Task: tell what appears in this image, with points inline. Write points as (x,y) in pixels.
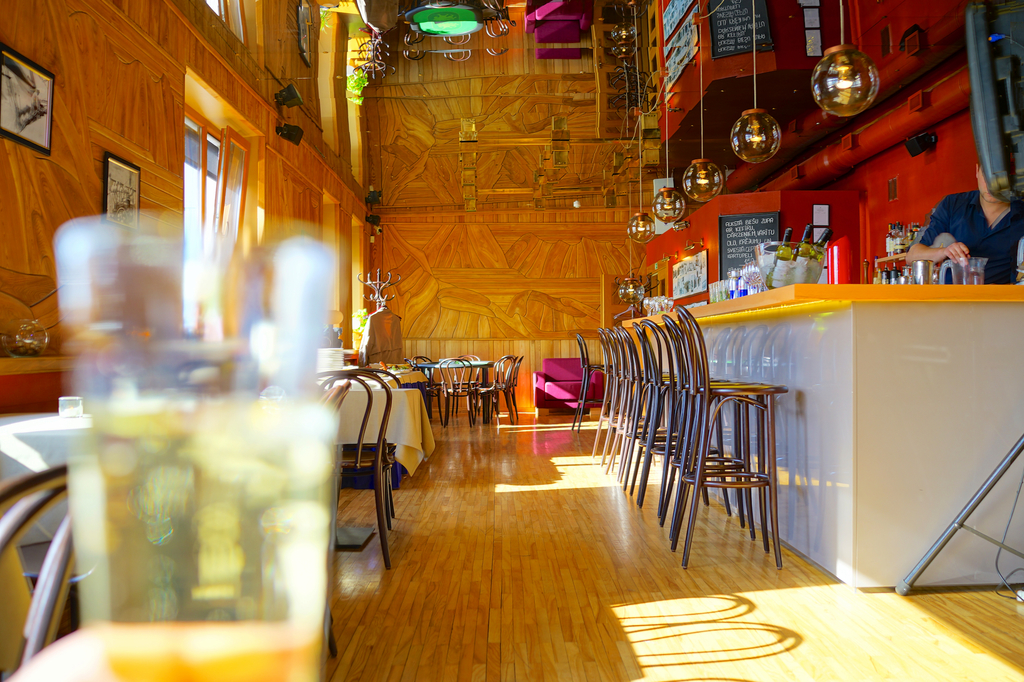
There is a person (964,233) standing. We can see chairs (509,385) tables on the floor (519,490). On the background (196,136) we can see wall (295,168), glass window (212,170), frames (681,291). On the top (811,88) we can see lights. We can see tins (730,284), bowl (790,274), glasses (761,278) on the table (896,325).
